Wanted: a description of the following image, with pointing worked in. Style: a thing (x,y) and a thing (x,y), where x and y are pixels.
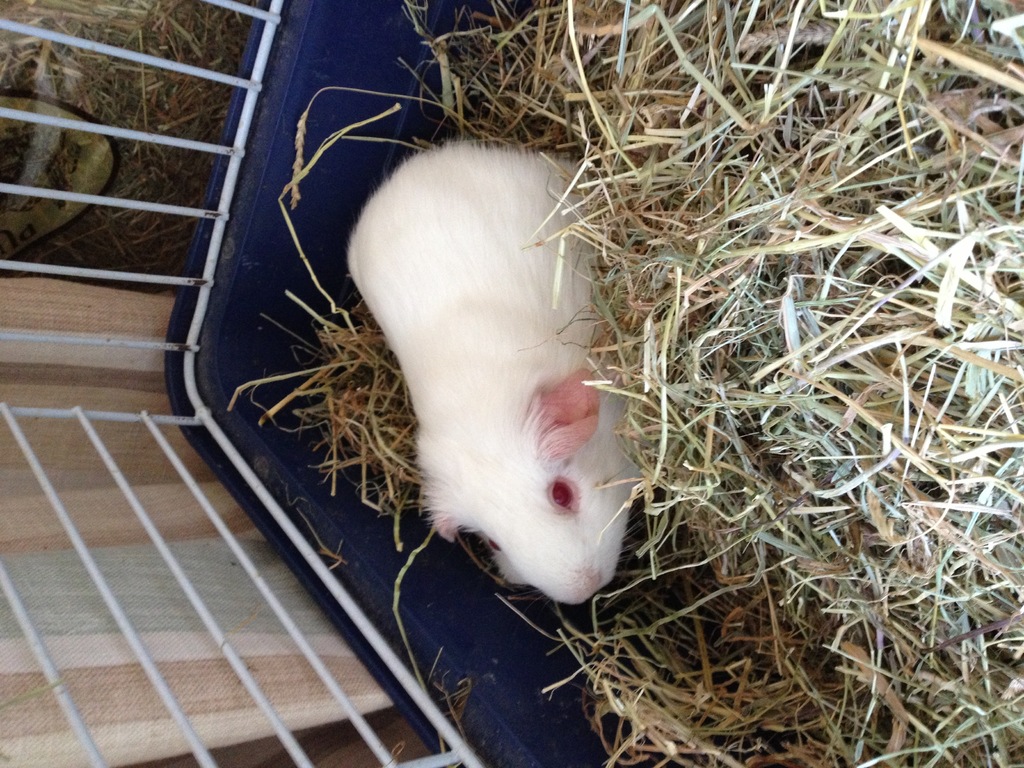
In the center of the image (345,444) we can see one cage (288,393), which is in white and dark blue color. In the cage (275,15), we can see dry grass (792,250) and one guinea pig (459,188), which is in white color. In the background (74,366) we can see one cloth (59,425), grass (72,262) and a few other objects (56,210).
